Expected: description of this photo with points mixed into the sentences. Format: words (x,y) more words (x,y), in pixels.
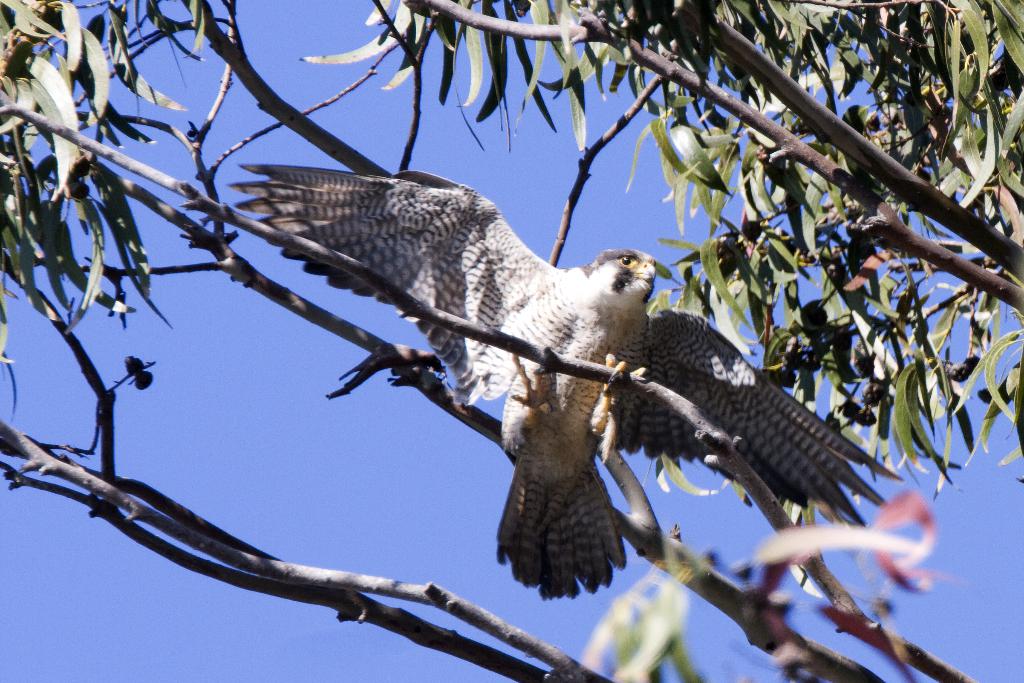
In this picture we can see a bird (555,547) on a branch (189,188) of a tree (395,299) and in the background (591,95) we can see the sky (591,95).
